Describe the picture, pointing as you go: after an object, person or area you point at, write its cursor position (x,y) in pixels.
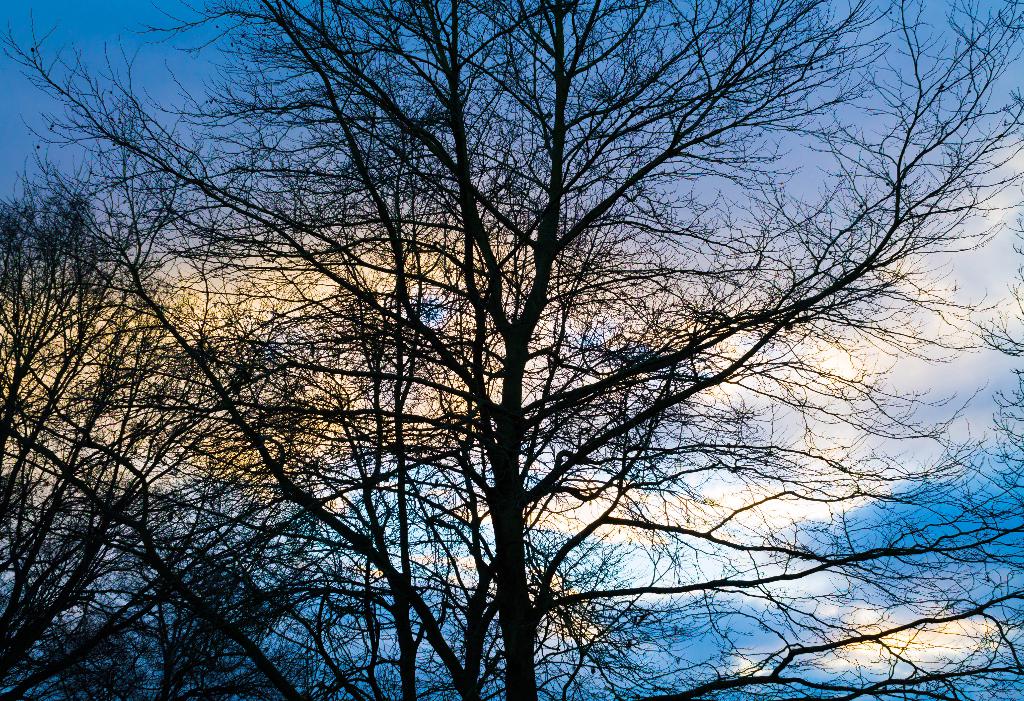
In this picture there are few dried trees (394,430) which has no leaves on it and the sky (532,367) is in blue color.
